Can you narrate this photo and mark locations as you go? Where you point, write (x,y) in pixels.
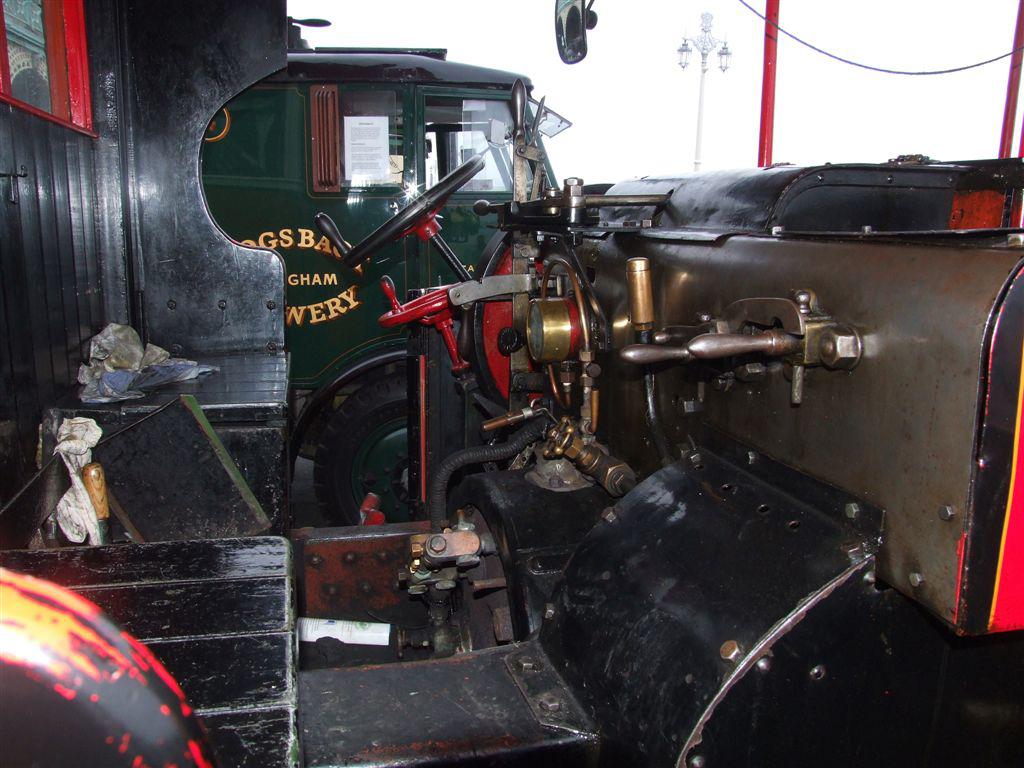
In this image there are vehicles (359,432) in the center (367,351). On the right side (727,114) there are poles (768,96) and the sky (728,96) is cloudy.
